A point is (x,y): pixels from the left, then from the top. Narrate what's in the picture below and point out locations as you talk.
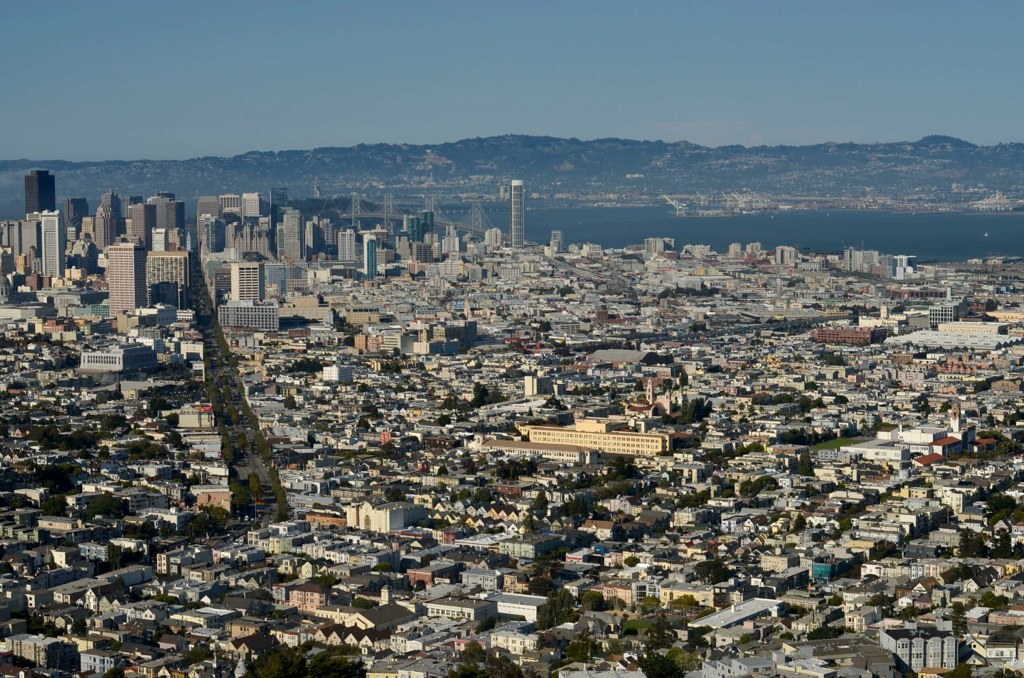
In this image we can see an overview of a city (352,437). We can see there are some tree (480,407) and buildings (394,255) at the bottom of this image (699,546) and there is a sea (663,226) in the middle of this image (637,226), and there are some mountains (533,164) in the background (662,161). There is a sky (303,80) at the top of this image (265,80).
